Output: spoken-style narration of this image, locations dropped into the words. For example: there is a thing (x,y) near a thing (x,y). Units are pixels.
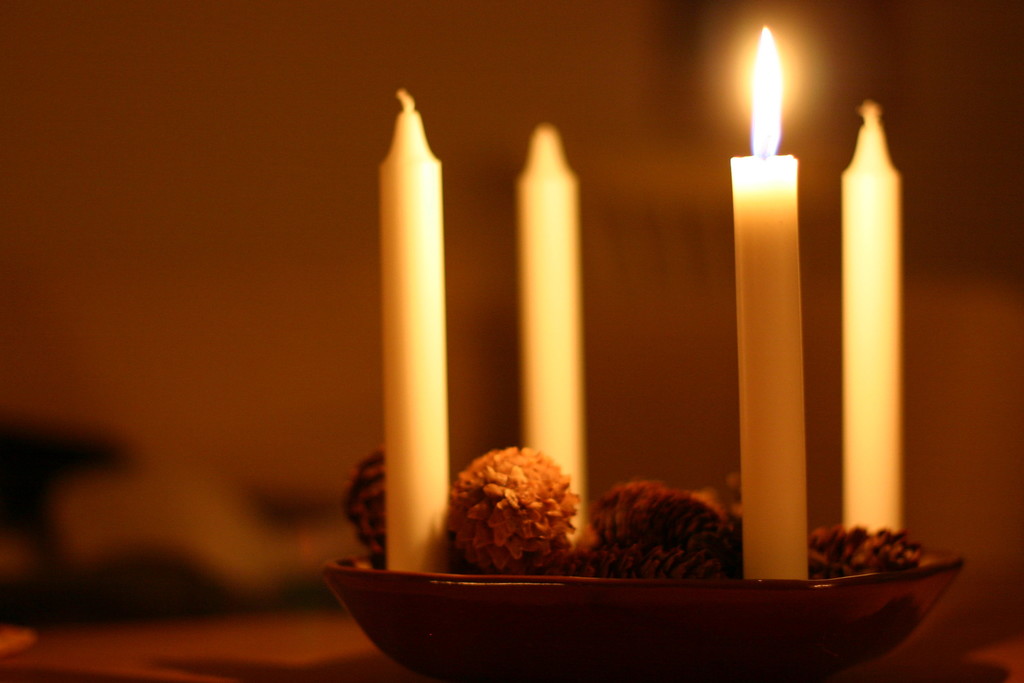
In this image I can see a brown color plate (836,585) and in it I can see few candles (433,478) and few other things (464,482). I can also see this image is little bit blurry from background (194,440).
